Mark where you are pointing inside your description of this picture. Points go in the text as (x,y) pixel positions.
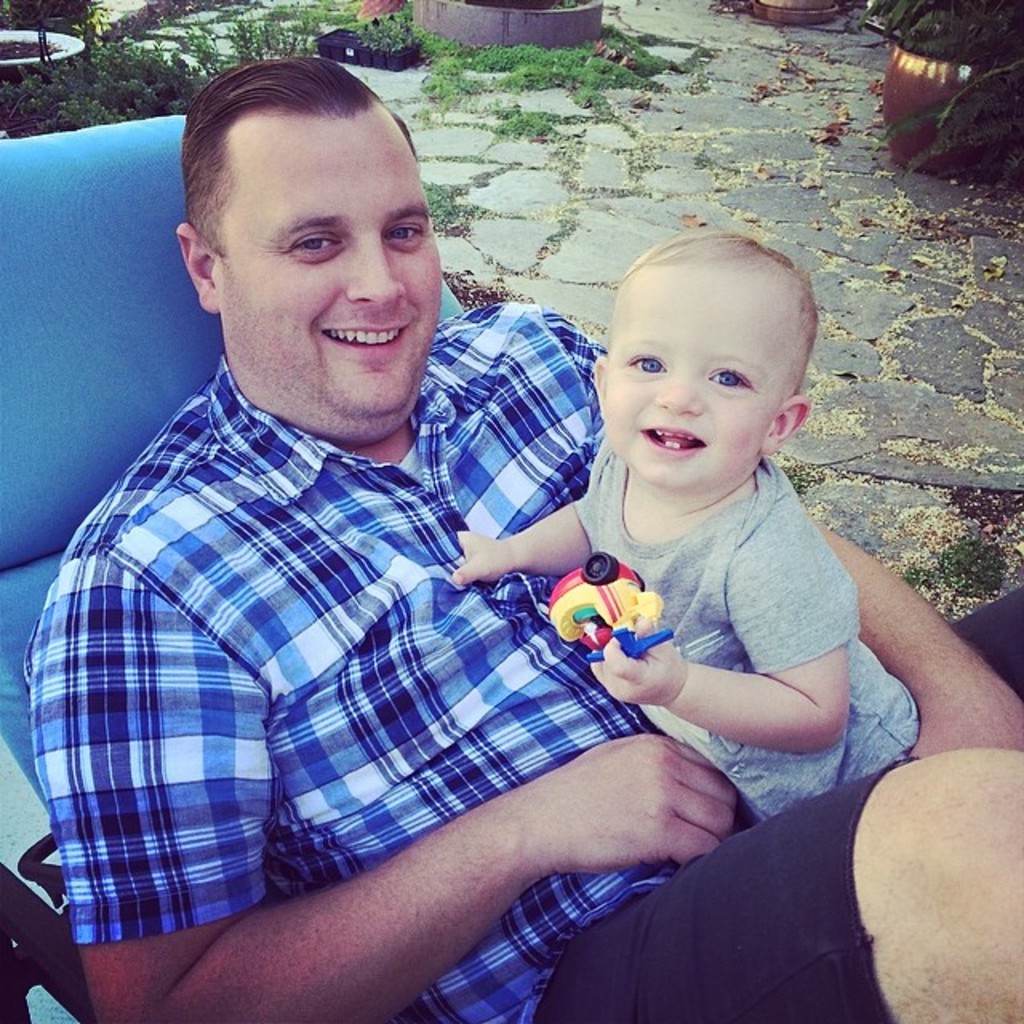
As we can see in the image there is a person (424,447) wearing blue color shirt (308,629) and sitting on chair (113,381). The child (734,558) over here is holding a toy (633,645). In the background (463,73) there is grass (468,79) and pot (946,90).
